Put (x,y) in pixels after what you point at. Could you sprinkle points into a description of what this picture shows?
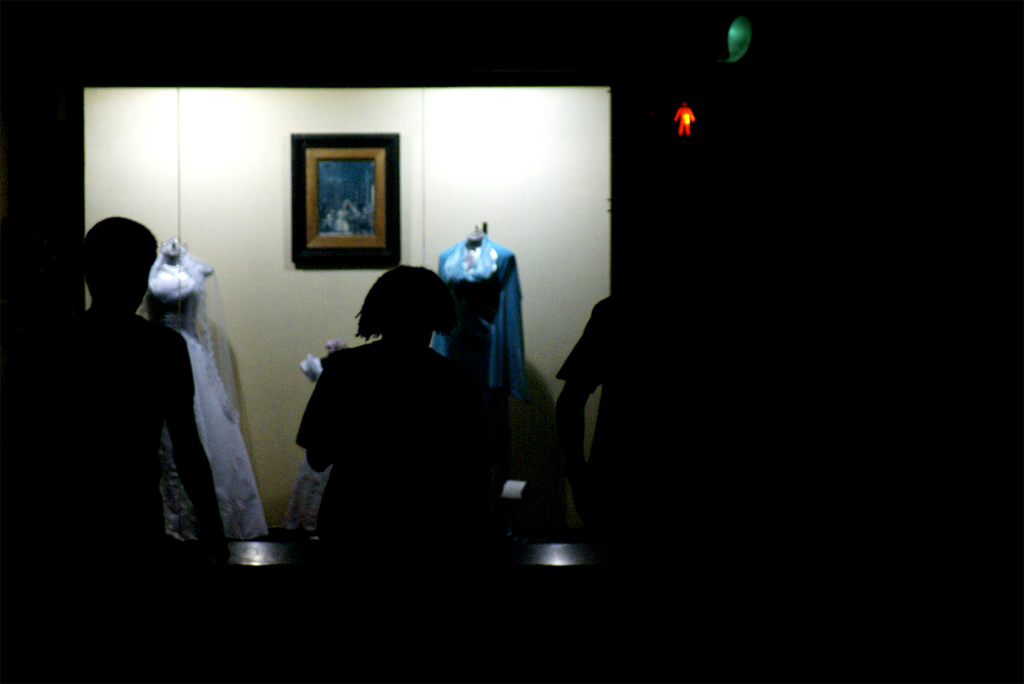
In this image there are persons (345,427) standing in the center (423,416). In the background (192,258) there are statues (452,276) and there is a frame (304,223) on the wall (281,169). On the right side (690,119) there are lights (731,49) which are red and green in colour.
